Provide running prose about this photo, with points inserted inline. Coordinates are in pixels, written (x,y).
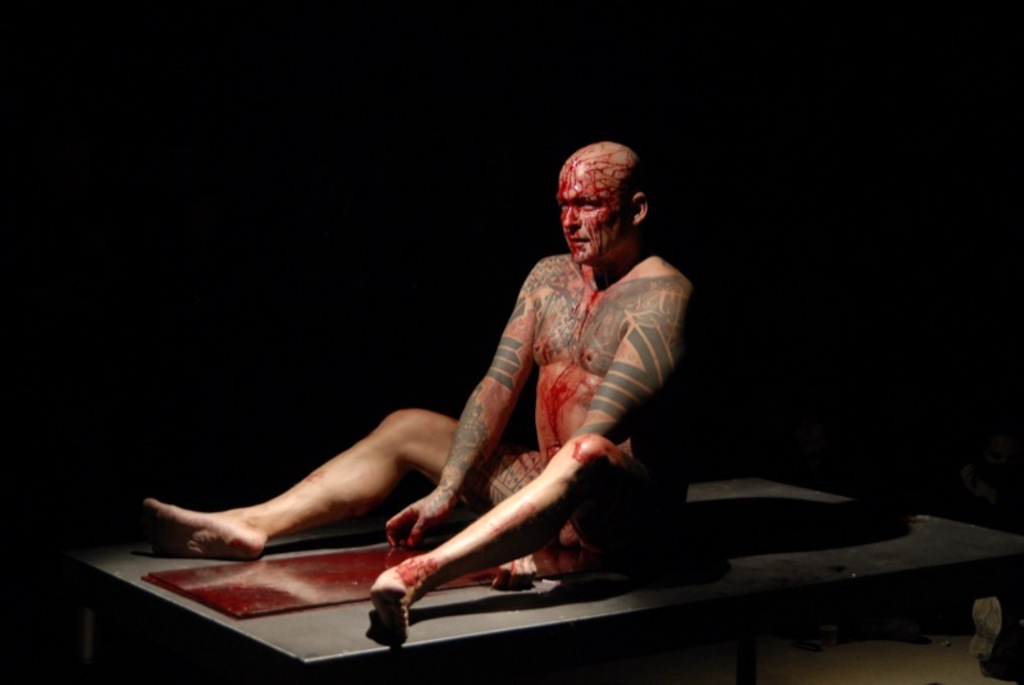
In this image we can see a man (630,175) sitting on a table (748,530). There is a dark background (106,116).
